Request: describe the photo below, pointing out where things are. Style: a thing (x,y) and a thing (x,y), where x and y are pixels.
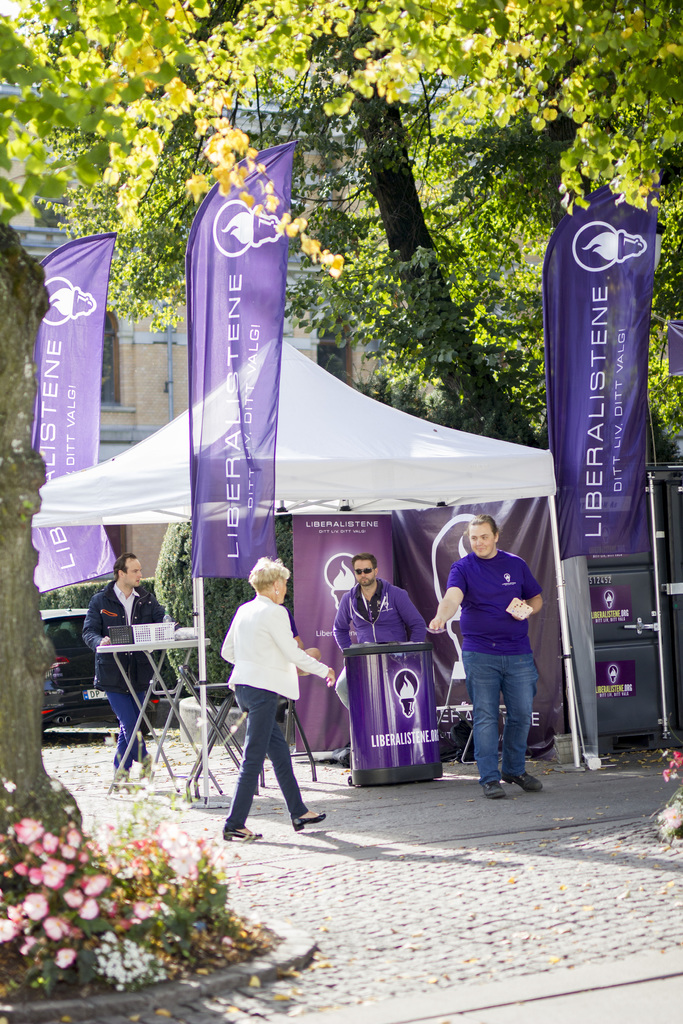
In the center of the image (356,555) we can see the boards (553,420), tent (380,436), tables (165,646), some persons (234,641). On the tables (155,646) we can see some objects (152,635). In the background of the image (575,66) we can see the trees (130,317), building (145,357), pipe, window (114,336), wall (37,247), car (73,680). At the bottom of the image (371,867) we can see the ground (437,906), flowers (53,878), plants (171,886).
